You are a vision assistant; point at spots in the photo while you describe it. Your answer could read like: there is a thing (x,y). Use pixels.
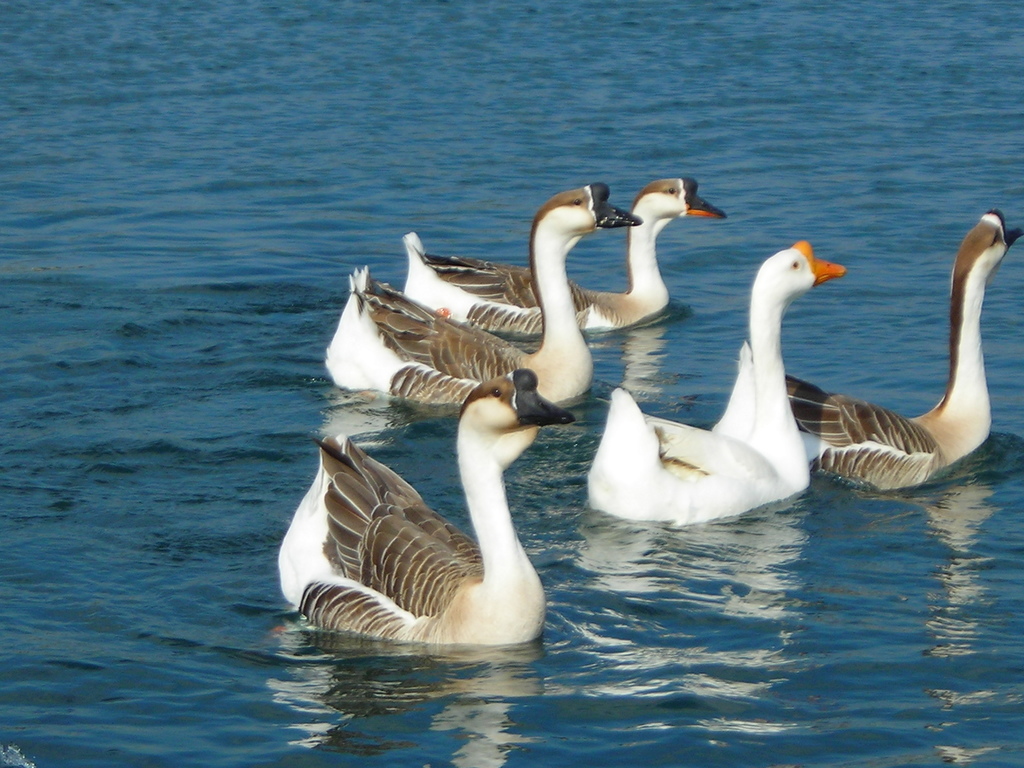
In the image in the center (635,410) we can see few geese (450,323), which is in white and brown color in the water (884,697).
